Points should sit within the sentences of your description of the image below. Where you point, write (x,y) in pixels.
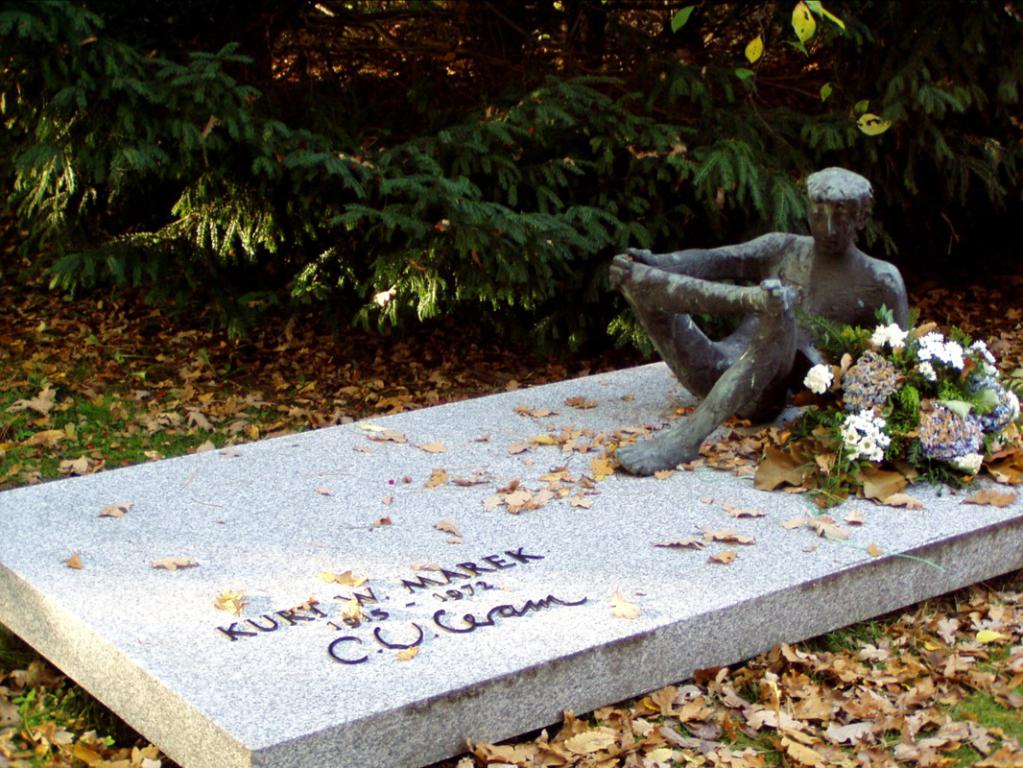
In this picture, we see the statue (766,305) of the man (742,300) placed on the stone (377,542). Beside the statue (629,447), we see a flower bouquet (903,336). At the bottom of the picture (757,672), we see grass (779,764) and dried leaves (932,676). There are trees (520,159) in the background (505,167).
